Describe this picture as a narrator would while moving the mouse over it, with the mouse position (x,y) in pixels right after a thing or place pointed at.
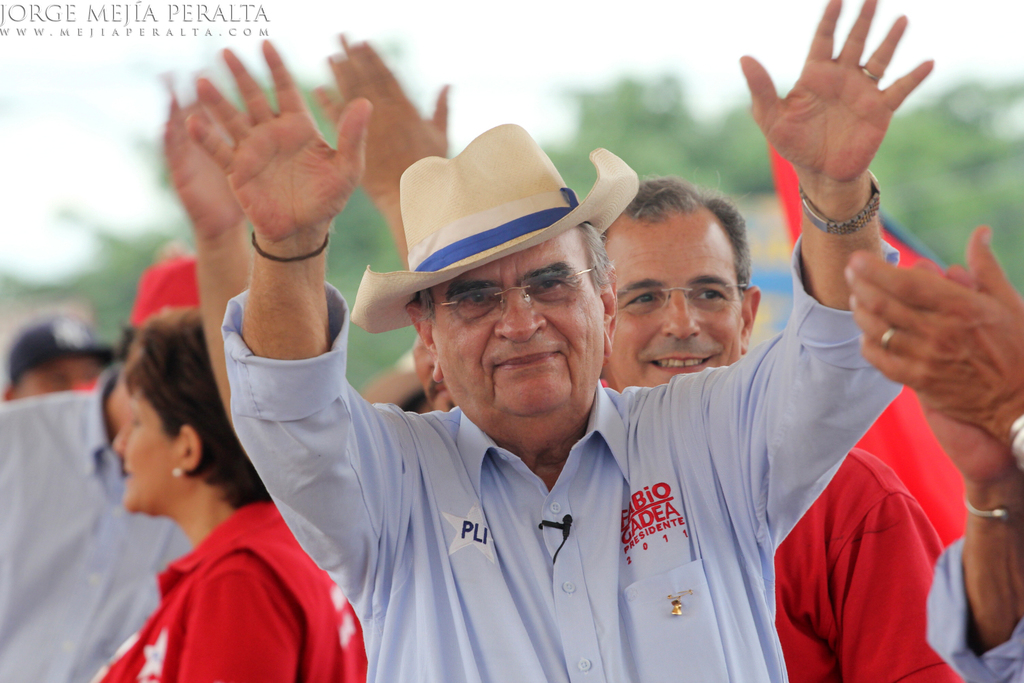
In this image, we can see some people (397,633) standing, in the background (1002,175), we can see some trees (1006,157).
